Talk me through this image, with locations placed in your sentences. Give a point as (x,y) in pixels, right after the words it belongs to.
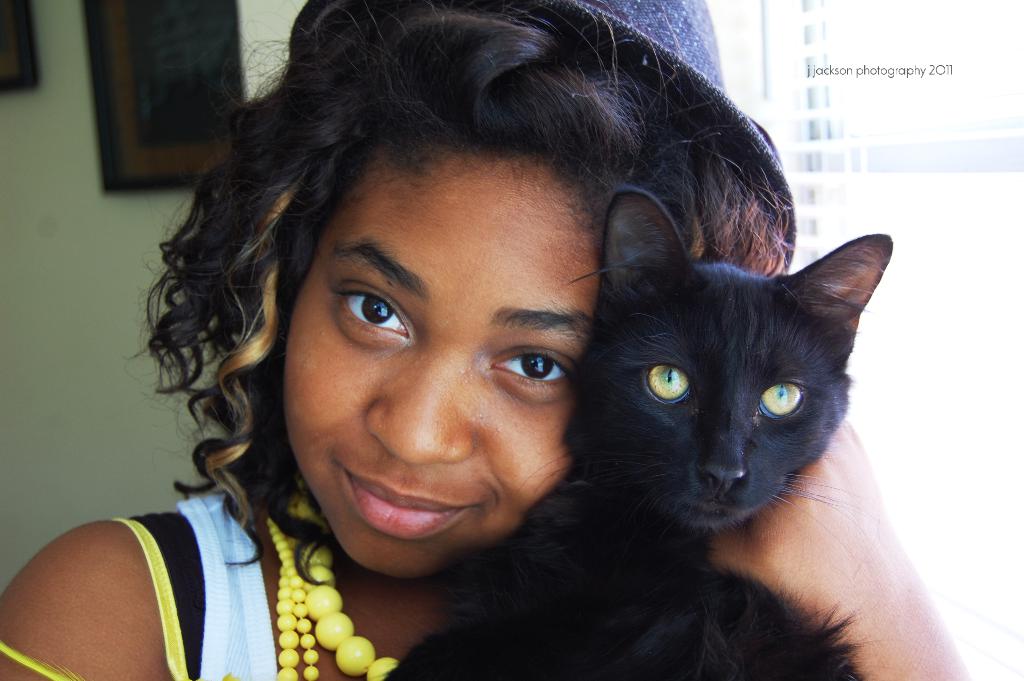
As we can see in the image there is a wall (31,240) and a woman (279,260) holding black color cat (674,452).
